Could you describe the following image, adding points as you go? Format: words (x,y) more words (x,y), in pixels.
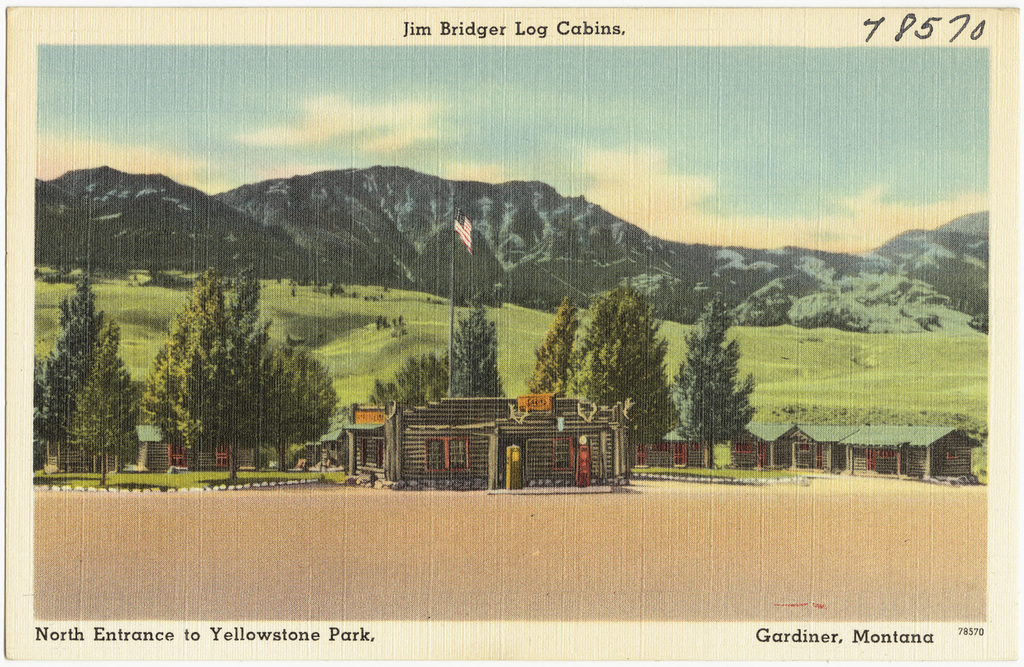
In this image there is a picture of building (455,400) around that there are so many trees (71,409) and flag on the top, also there are so many trees (710,402), grass ground (897,386) and mountains (772,256) at back (888,373).
